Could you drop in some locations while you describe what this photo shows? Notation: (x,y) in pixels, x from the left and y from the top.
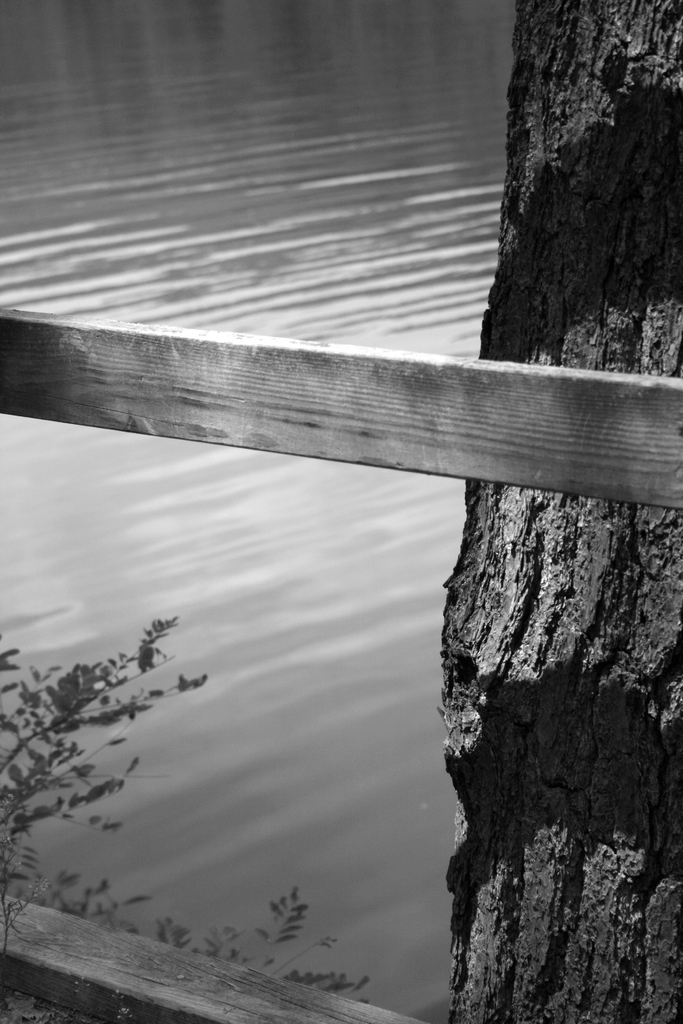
It is the black and white image in which there is a tree (575,360) on the right side (651,200). In front of the tree (682,182) there is a wooden fence (227,398). At the bottom (246,745) there is water (242,755) in which there are small plants (78,689).
